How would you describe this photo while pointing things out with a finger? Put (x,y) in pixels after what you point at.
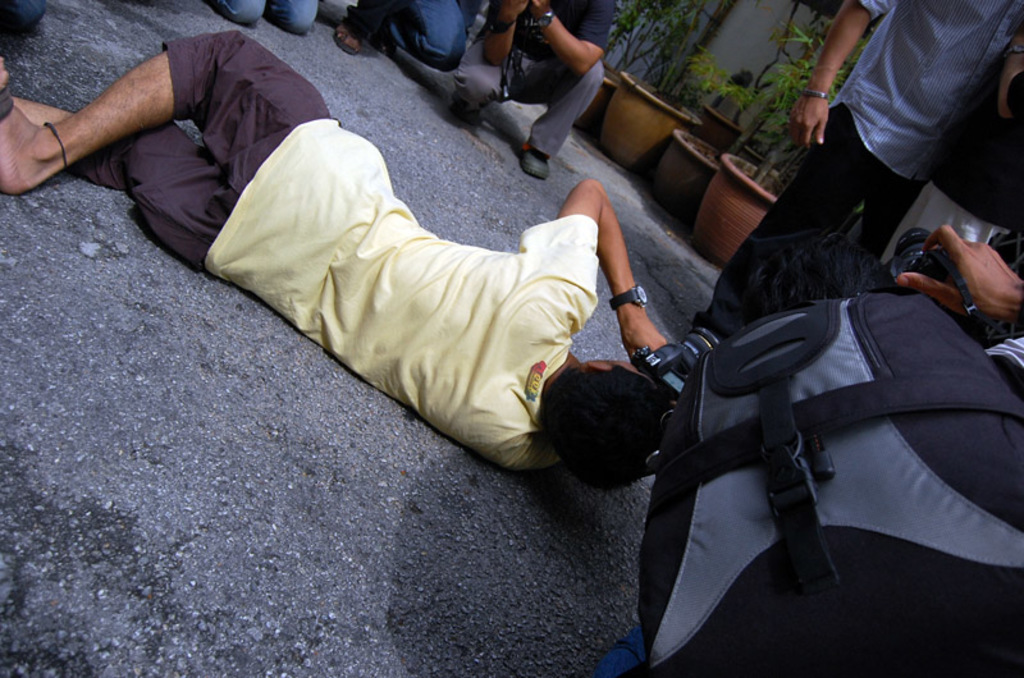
In this picture I can see a man (394,293) laying on the ground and holding a camera (696,350) and taking picture and I can see another man (902,282) on the right side (871,388), taking picture with a camera (931,264) and I can see couple of them (936,159) standing and I can see few plants (679,19) in the pots (679,157) and man (707,320) is wearing a backpack (836,361).
